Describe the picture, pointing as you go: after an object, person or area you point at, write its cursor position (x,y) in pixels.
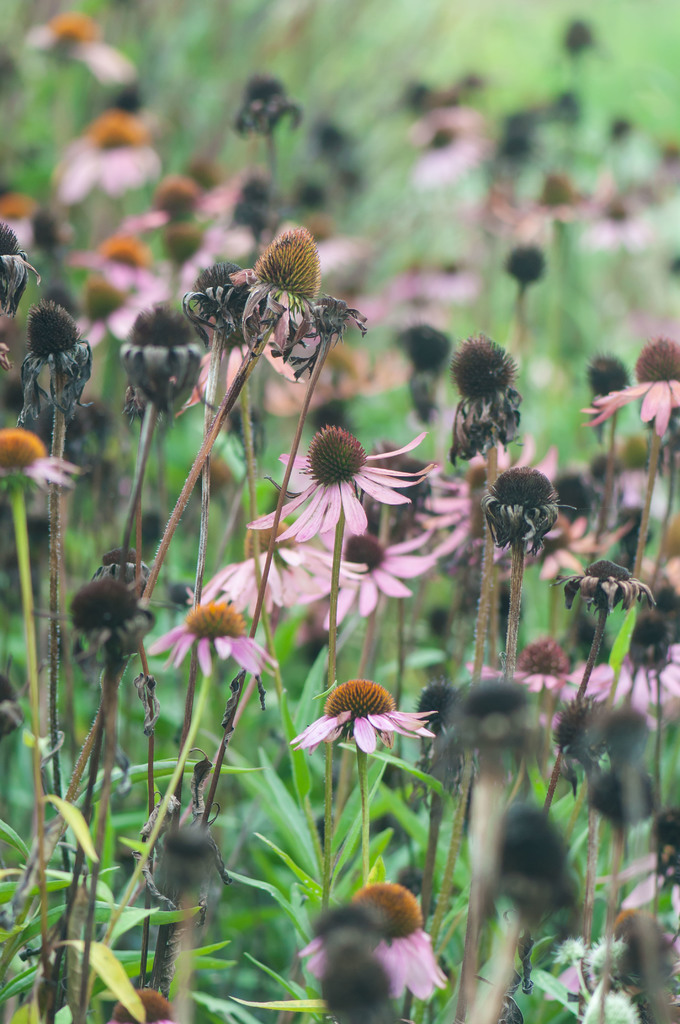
In this image we can see a group of flowers (382,695).
